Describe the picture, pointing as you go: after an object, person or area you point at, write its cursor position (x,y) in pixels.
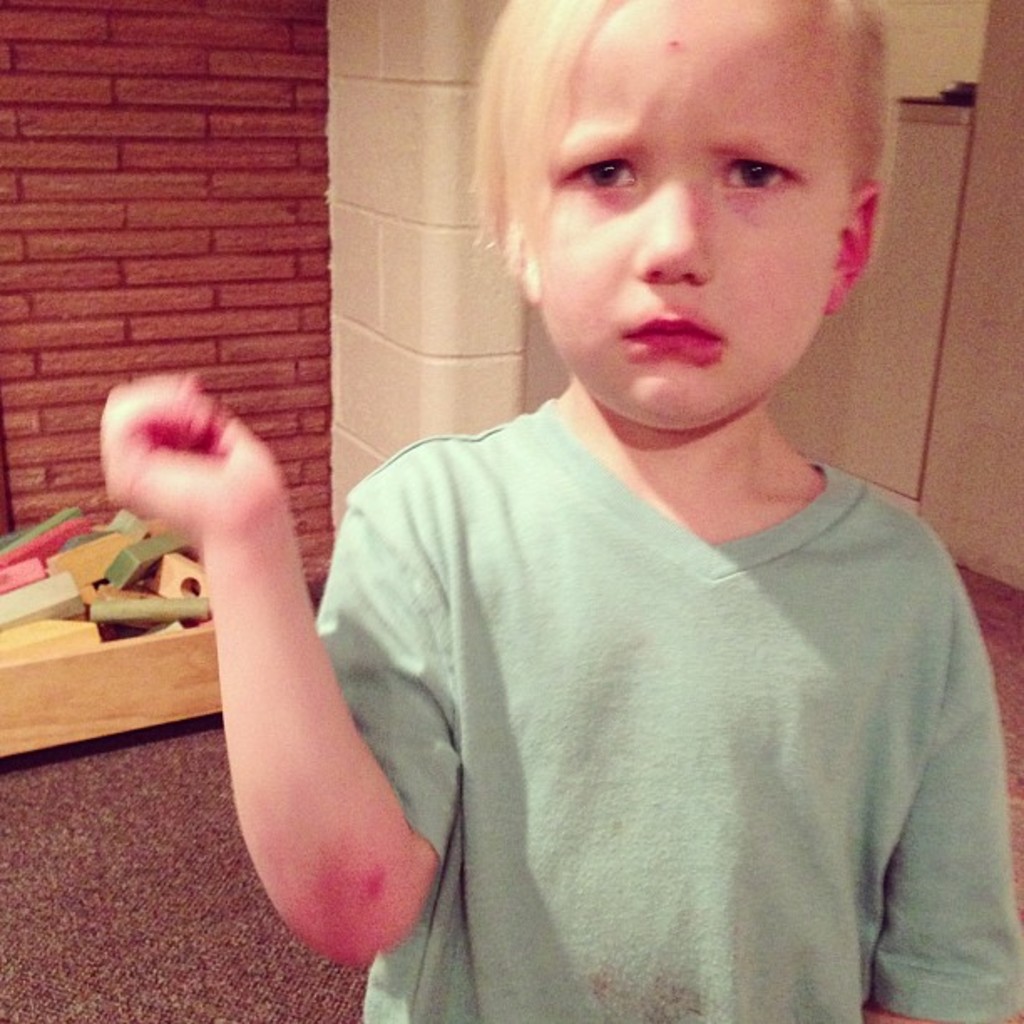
In this picture we can see a boy (867,489), he wore a green color T-shirt (685,673), behind to him we can see few things (90,580) and red color wall (167,278).
